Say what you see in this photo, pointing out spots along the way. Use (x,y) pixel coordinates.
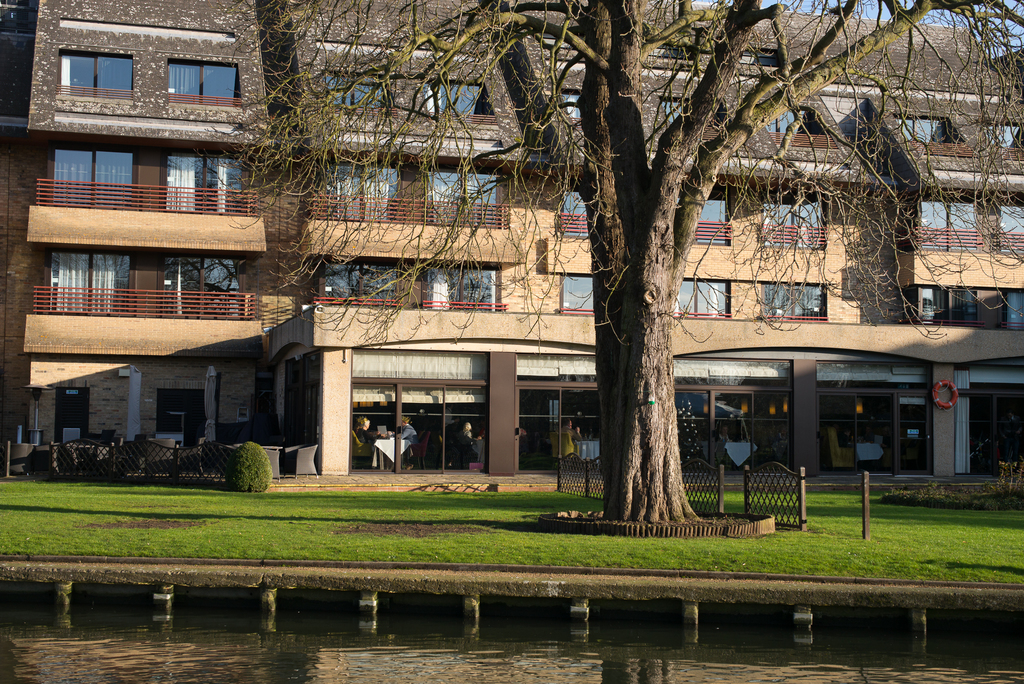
In this image I can see water (193,681), background (573,400) I can see a building (500,359) in cream color, trees (607,307) and grass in green color, I can also see few glass windows (566,387).
